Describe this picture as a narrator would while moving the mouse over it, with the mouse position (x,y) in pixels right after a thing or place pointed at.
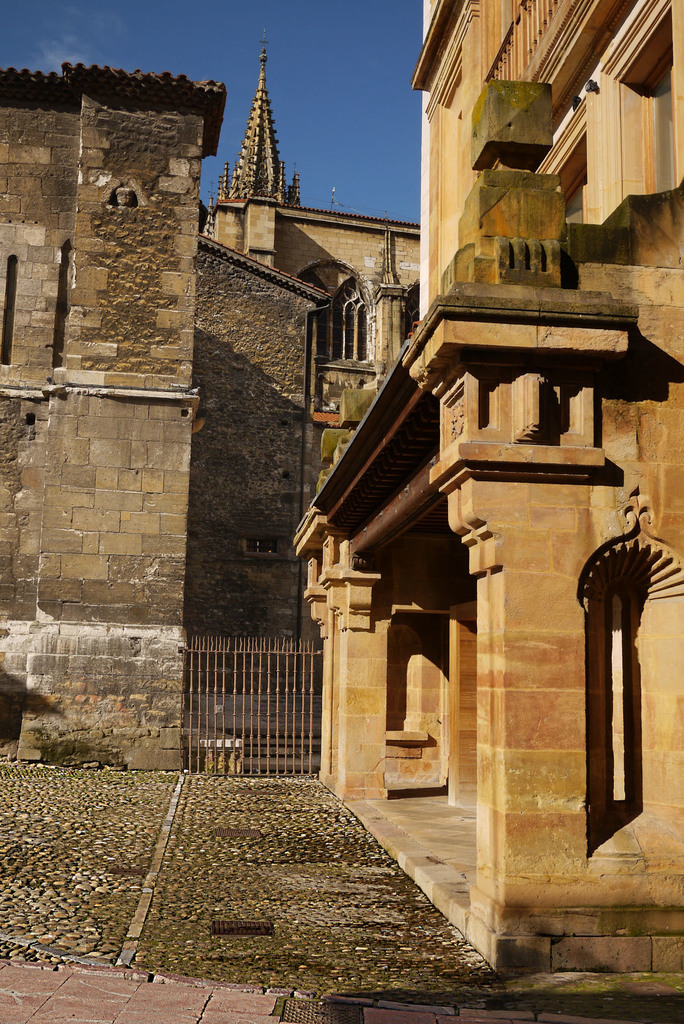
In this image we can see some buildings (331,591), gate (314,678) and other objects (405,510). At the bottom of the image (352,984) there is the floor (328,993). In the background of the image (292,138) there is the sky (363,111).
